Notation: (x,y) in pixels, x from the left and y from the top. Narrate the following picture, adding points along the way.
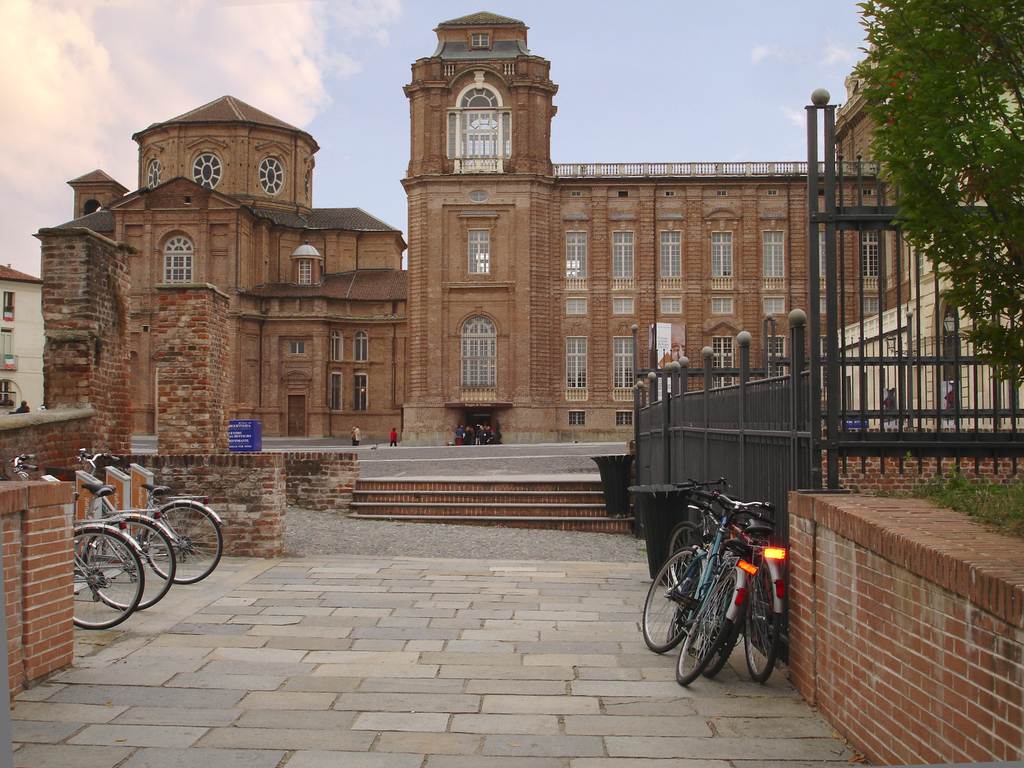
In this picture I can see the walls (271,556) and I see few cycles (743,587) on both the sides. In the middle of this picture (508,354) I can see few buildings (429,274), steps (569,509), railing (984,444) and in the background (60,194) I can see the sky (831,36). On the right side of this picture (987,67) I can see the grass (1013,494) and number of leaves (963,148).
